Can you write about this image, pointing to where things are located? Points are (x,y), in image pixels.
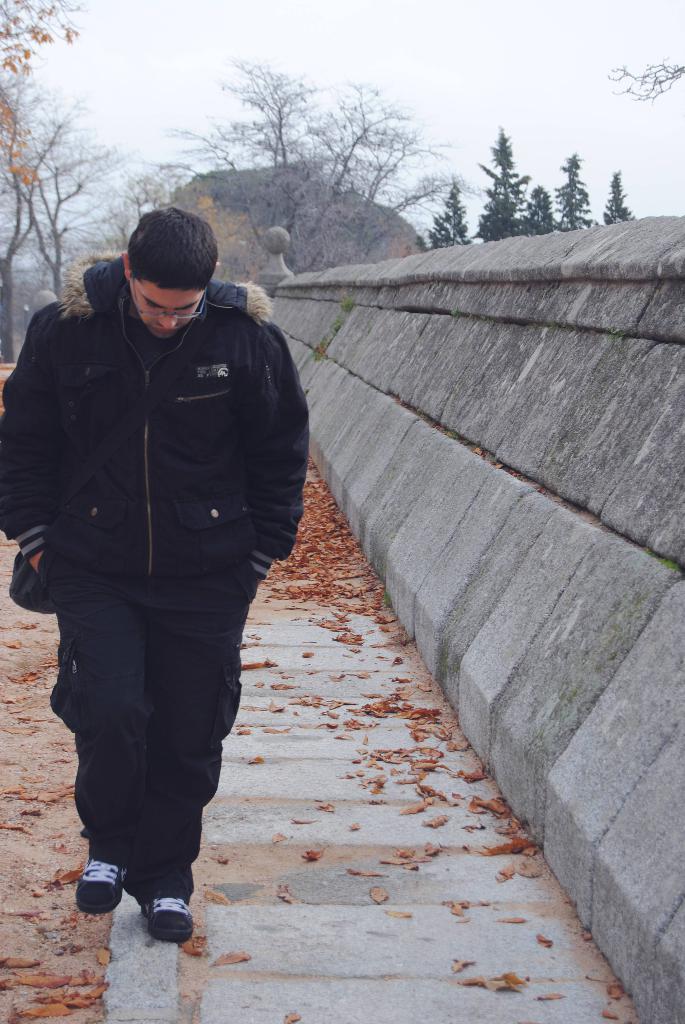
In this image I can see a person (74,690) walking, there are dry leaves (423,729) on the ground (410,704). There is a wall (339,386) on the right (508,366). There are trees (503,202) at the back (541,216) and there is sky (510,64) at the top (487,53).
